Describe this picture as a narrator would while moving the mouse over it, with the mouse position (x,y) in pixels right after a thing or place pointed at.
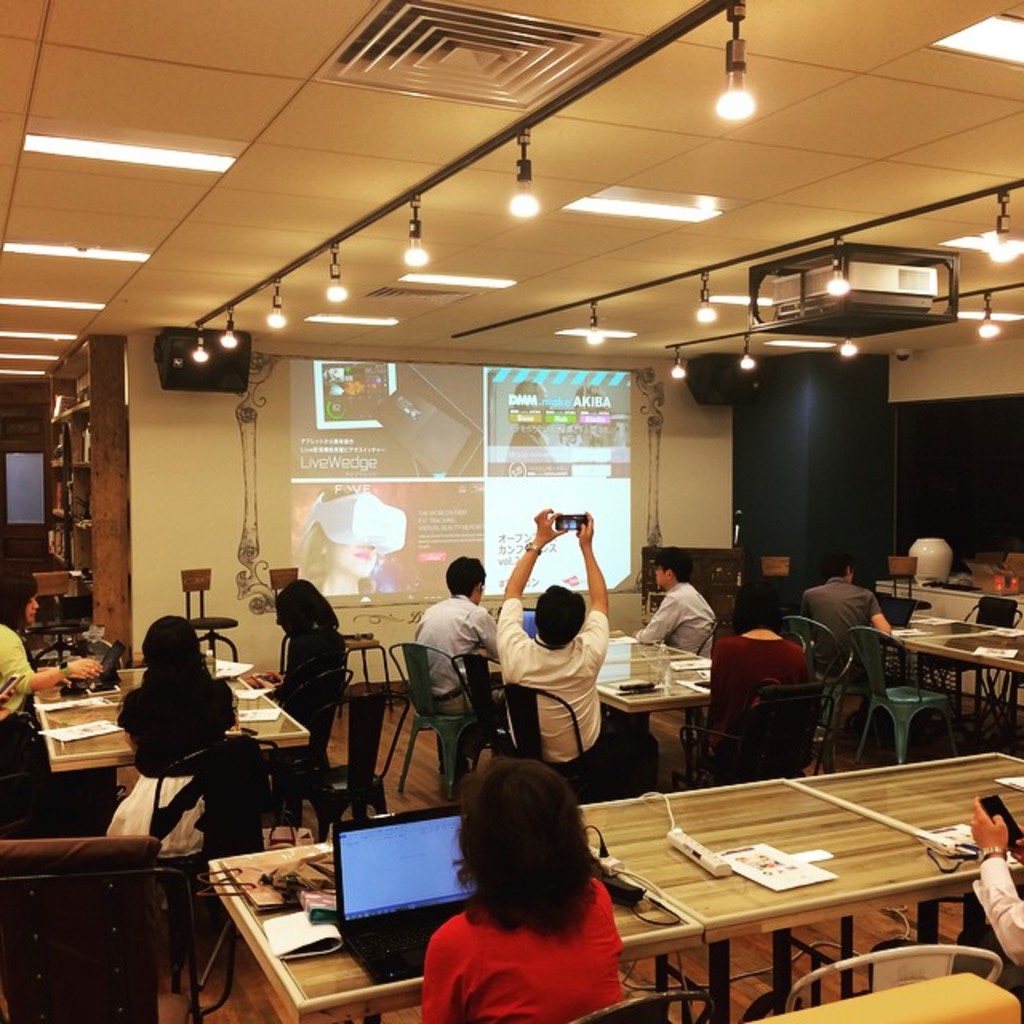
In this picture there are some people (579,660) sitting on the chairs (471,695) in front of the table (721,827) on which there are some things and there is a projector screen (443,413) and some lights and speakers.
